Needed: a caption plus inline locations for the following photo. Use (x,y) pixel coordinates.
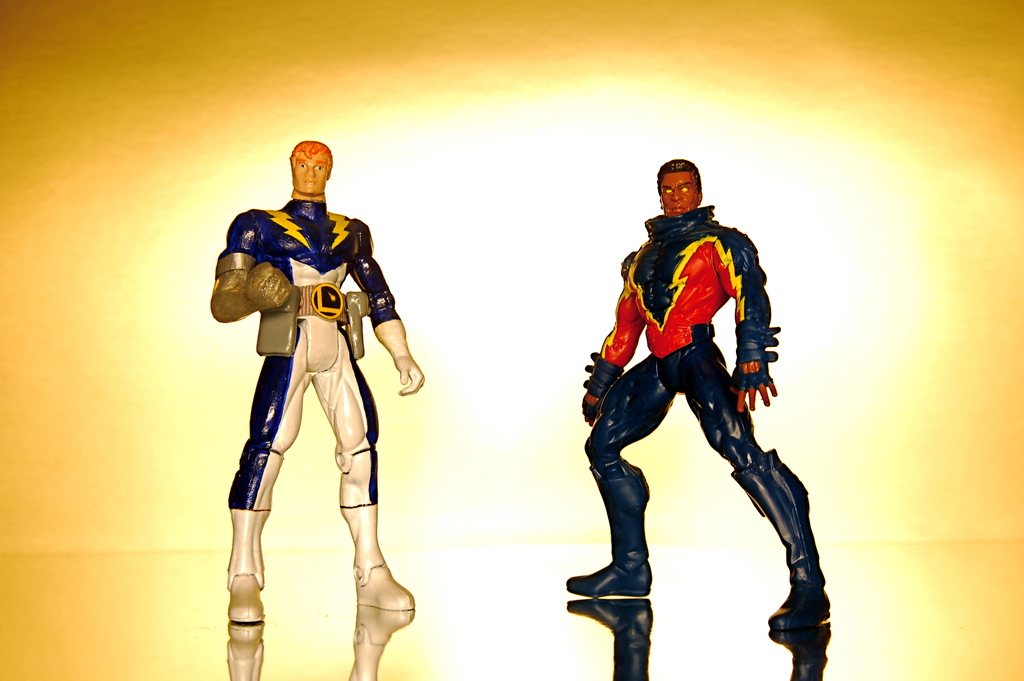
This image is a photograph. At the bottom of the image (293,647) there is a floor (641,621). In the middle of the image (346,351) there are two toys (283,462) on the floor (679,590). In this image the background is yellow in color.
